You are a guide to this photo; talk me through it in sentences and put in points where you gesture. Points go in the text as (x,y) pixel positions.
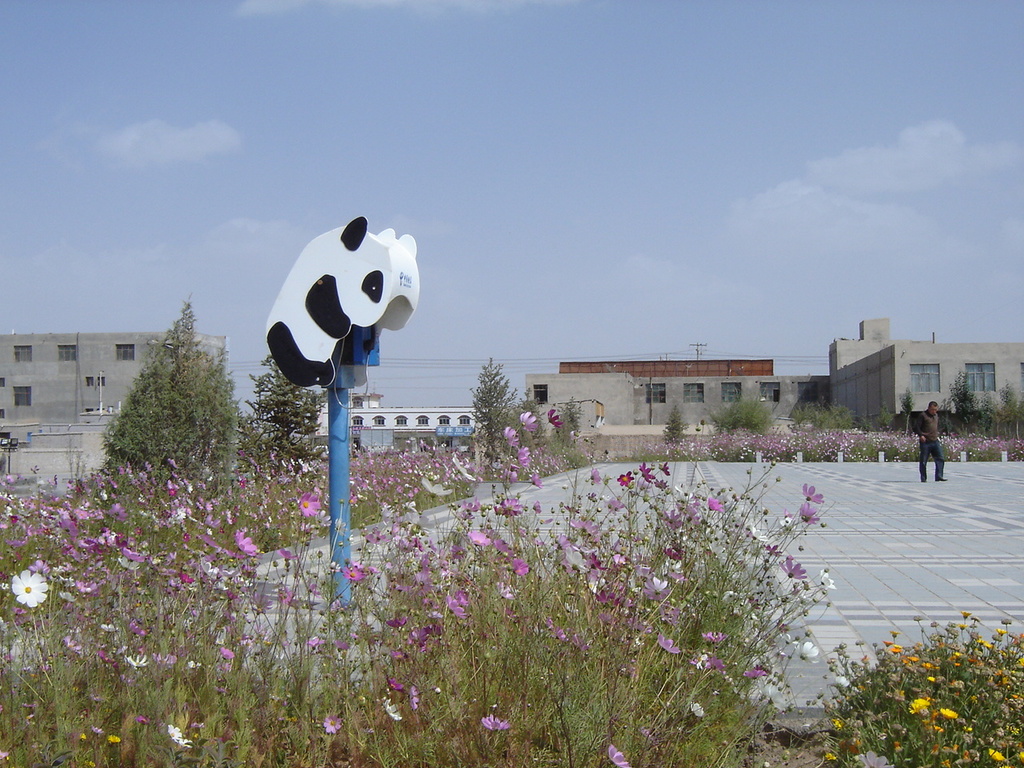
In this picture we can see flowers (110,578), pole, buildings (389,409) with windows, wires (438,363) and a man (920,455) walking on the ground (703,466) and in the background (685,266) we can see the sky (499,148) with clouds (804,173).
